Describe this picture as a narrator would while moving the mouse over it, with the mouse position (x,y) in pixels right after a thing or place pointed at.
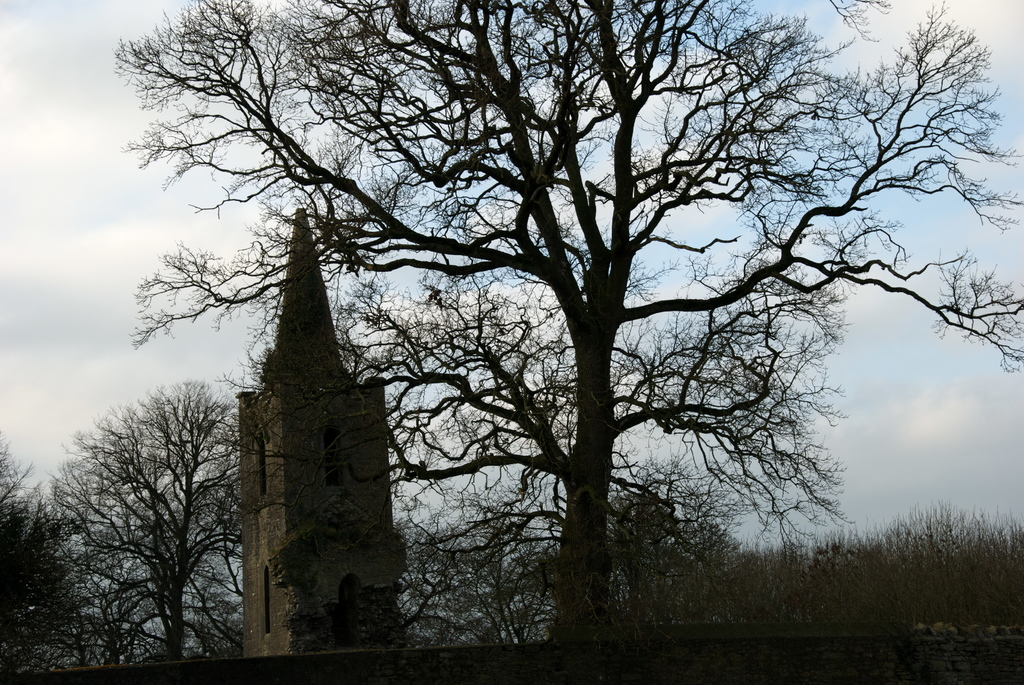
In this picture I can see a tower (327,628), there are trees (496,390), and in the background (954,351) there is sky (21,230).
